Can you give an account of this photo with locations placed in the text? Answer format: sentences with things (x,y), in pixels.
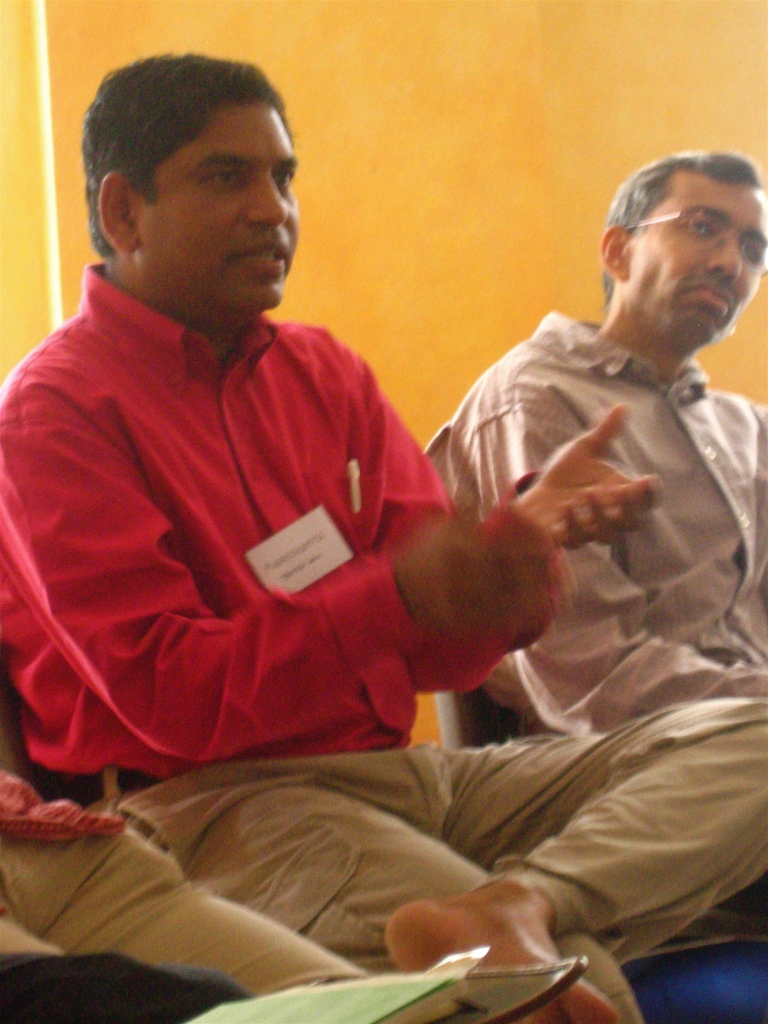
In the picture we can see two men (705,834) are sitting, one man (56,785) is in a red shirt (150,324) and he is talking and behind them we can see the wall (751,342) which is yellow in color.
